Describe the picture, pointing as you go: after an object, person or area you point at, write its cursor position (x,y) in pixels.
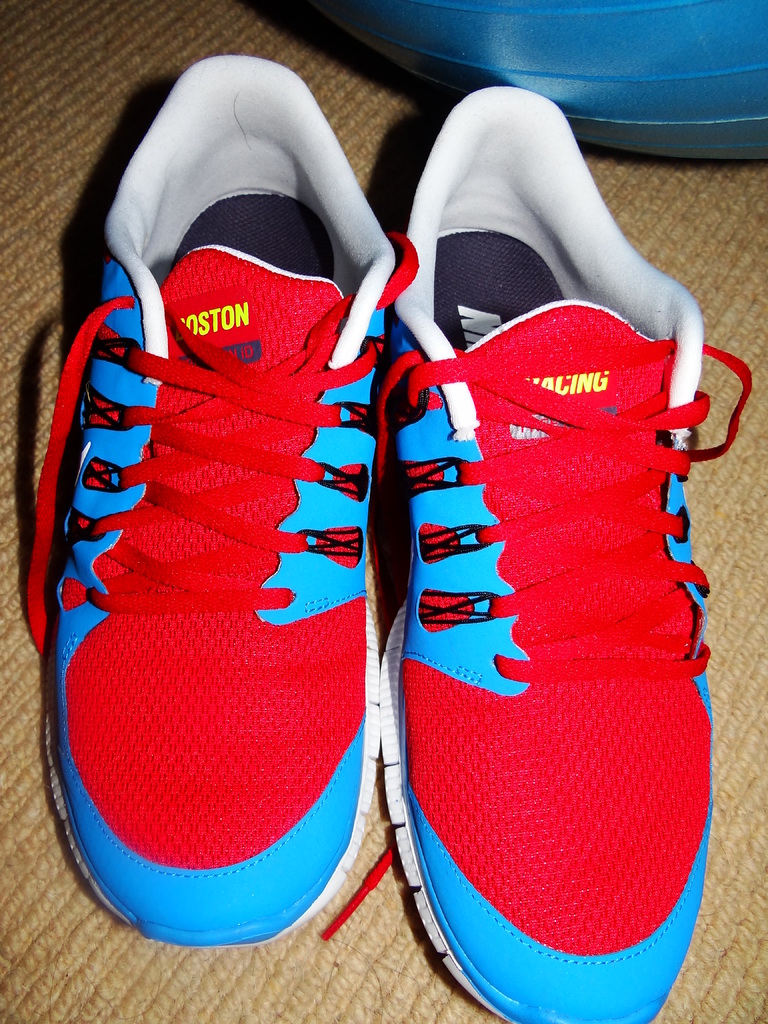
In this image there is a pair of shoes (43,579) with red and blue combination which has some text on it and there is an object (690,4) behind it.
